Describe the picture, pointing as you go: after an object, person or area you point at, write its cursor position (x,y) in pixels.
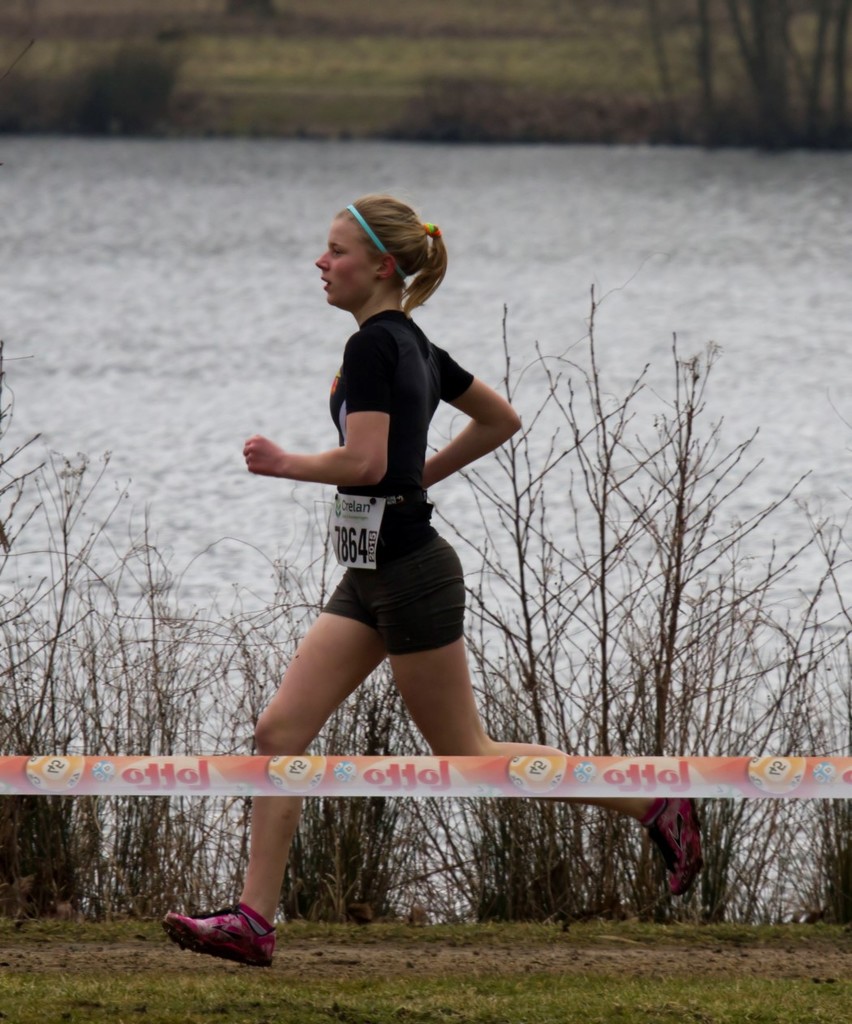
In this image I can see a person (423,594) running and wearing black color dress (402,530). I can see few dry trees (602,682) and water (659,328).
